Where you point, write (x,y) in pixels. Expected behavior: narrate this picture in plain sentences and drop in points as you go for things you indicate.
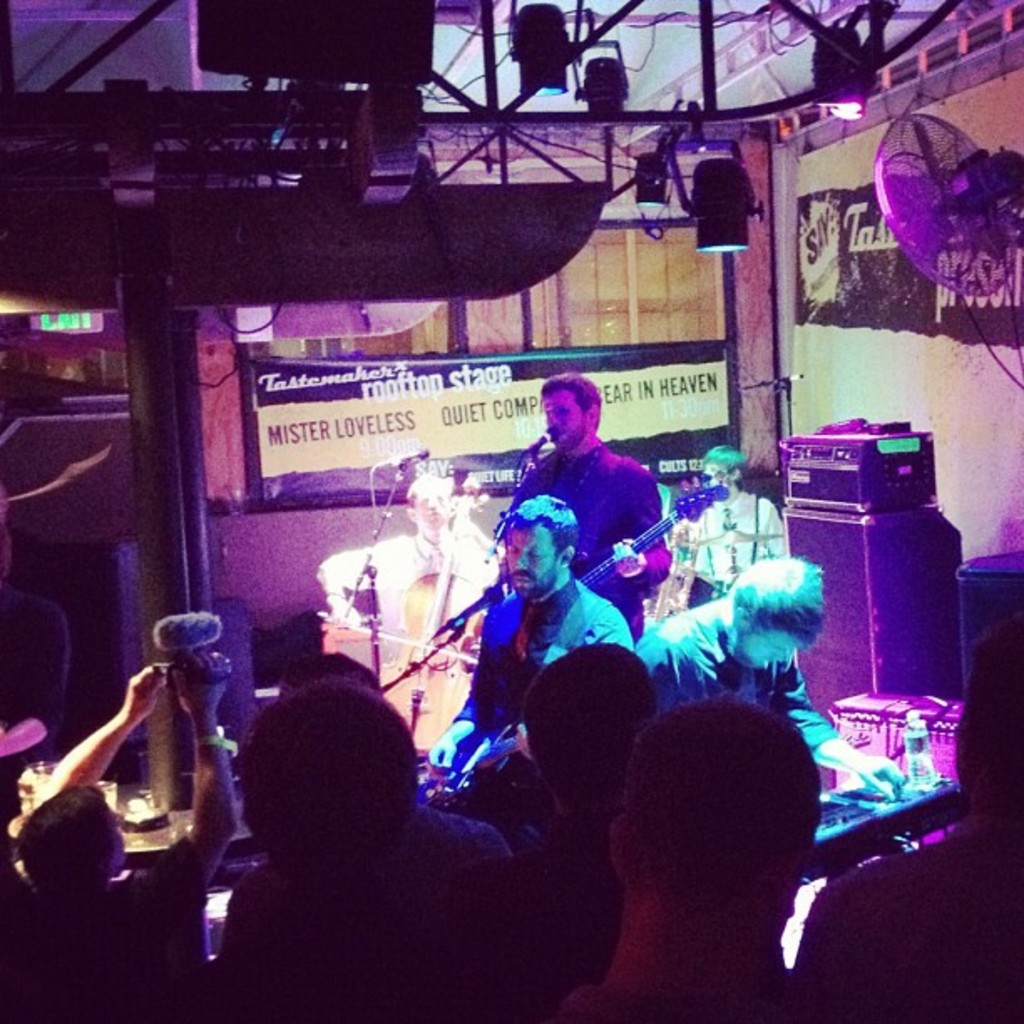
In this image we can see few persons (739,500) playing musical instruments (414,633). In front of them, we can see mics (453,622) with stand (442,643). At the bottom (397,711) we can see a group of persons (579,793). In the bottom left (83,792) there is a person (72,873) taking a video. In the background (910,369), we can see a wall (828,329) and on the wall (966,539) we can see a banner (271,492) with text (357,445). At the top (601,201) we can see the roof (481,159) and lights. On the right side (893,182), we can see the text (953,295) on the wall (906,266), a fan (975,169) and a speaker (842,604).
